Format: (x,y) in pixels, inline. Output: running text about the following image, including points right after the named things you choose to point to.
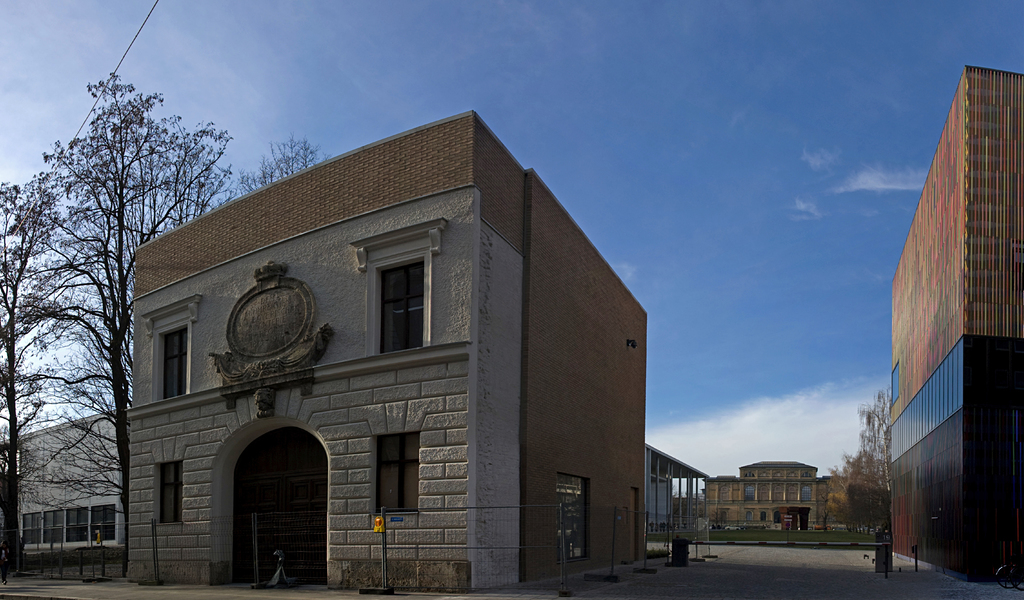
In this image I can see a building (385,385) which is white and brown in color. I can see few poles (563,531), the metal fencing (442,566) and few trees (119,295). In the background (768,474) I can see few buildings (803,464), few trees (887,437) and the sky (759,182).
